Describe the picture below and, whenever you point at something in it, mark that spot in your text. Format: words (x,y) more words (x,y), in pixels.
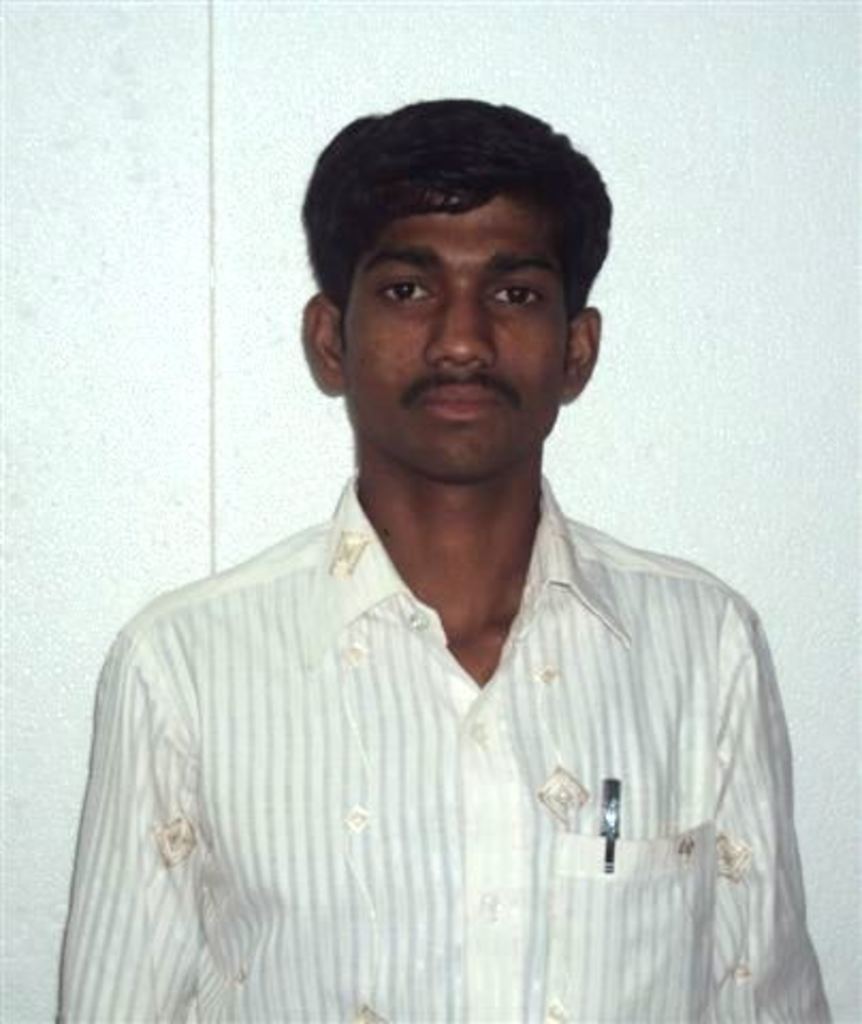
In this image I can see the person (393,629) wearing the white and cream color dress (344,833) and I can see the pen (618,830) in the pocket (626,855). And there is a white background (788,410).
